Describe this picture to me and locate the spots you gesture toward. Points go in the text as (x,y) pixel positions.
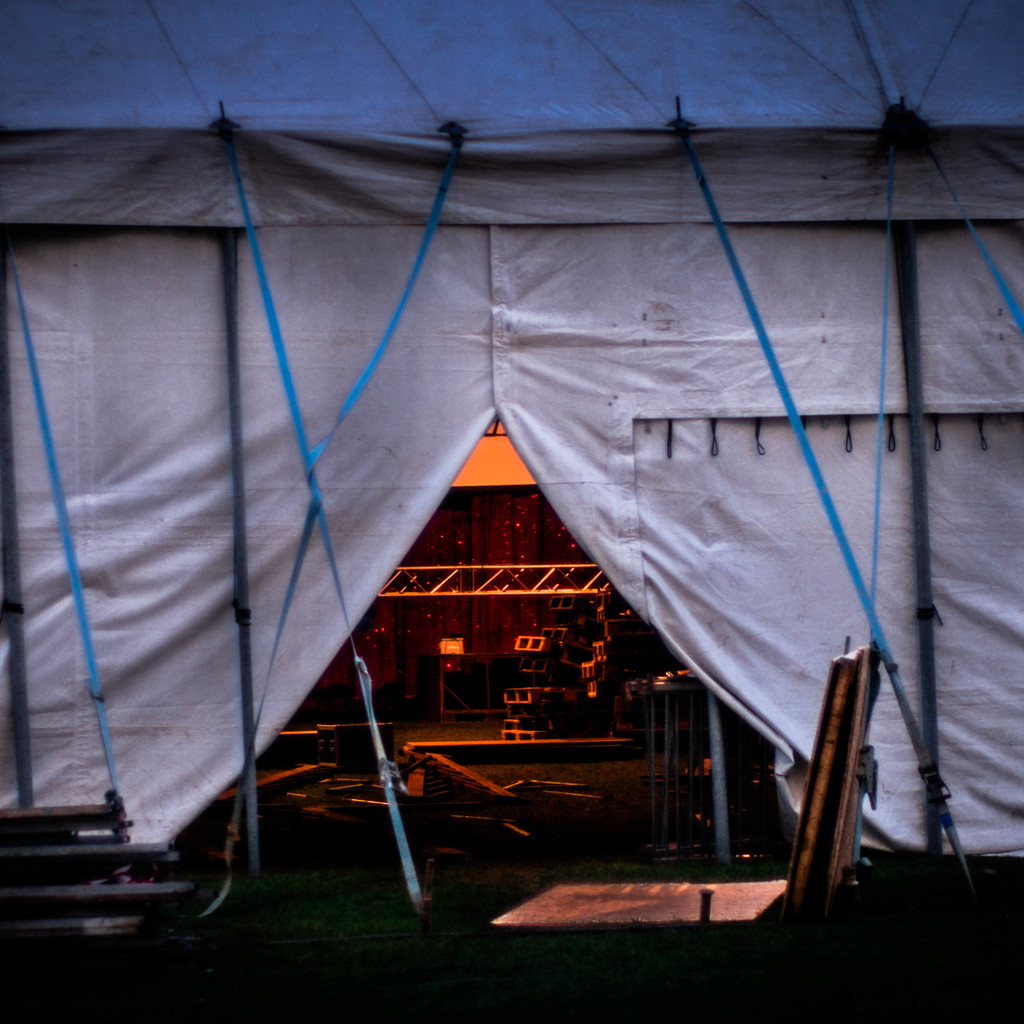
This image contains a tent (527,60). Inside the tent (495,139) there are few objects (432,770) on the floor (536,764). Bottom of the image (683,952) there are few objects (30,916) on the grassland (394,976).
